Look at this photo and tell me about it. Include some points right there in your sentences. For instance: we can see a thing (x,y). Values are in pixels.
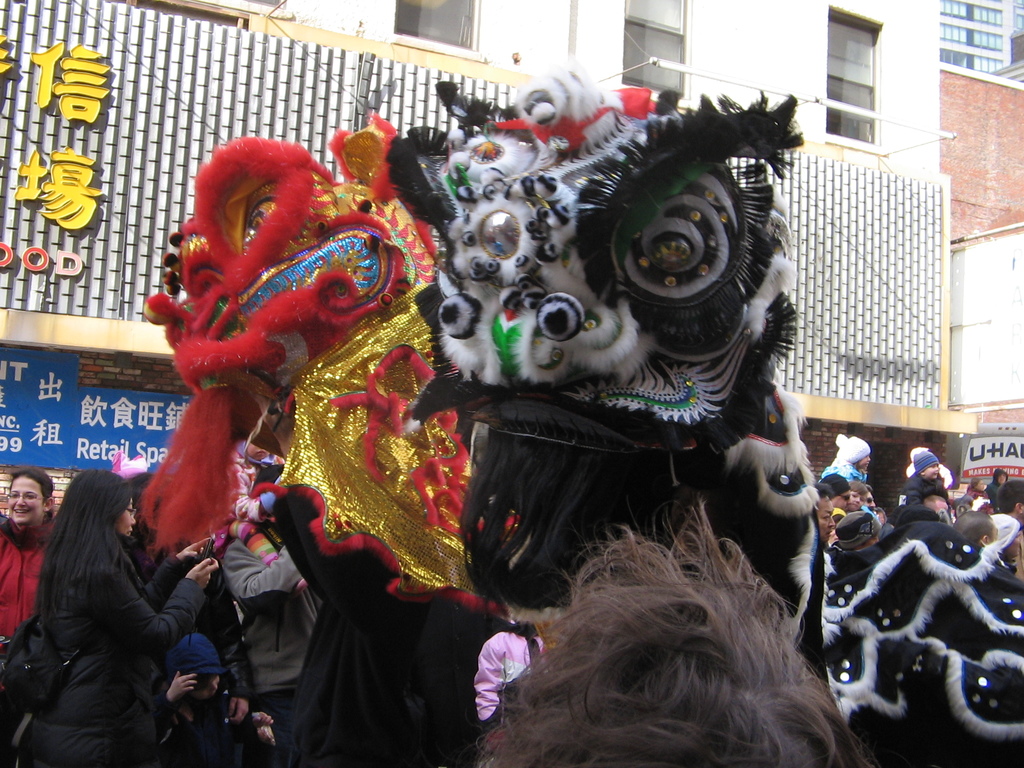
In this picture there are people (37,537) and we can see mascots (495,602). In the background of the image (174,152) we can see boards (48,381) and buildings (190,156).
